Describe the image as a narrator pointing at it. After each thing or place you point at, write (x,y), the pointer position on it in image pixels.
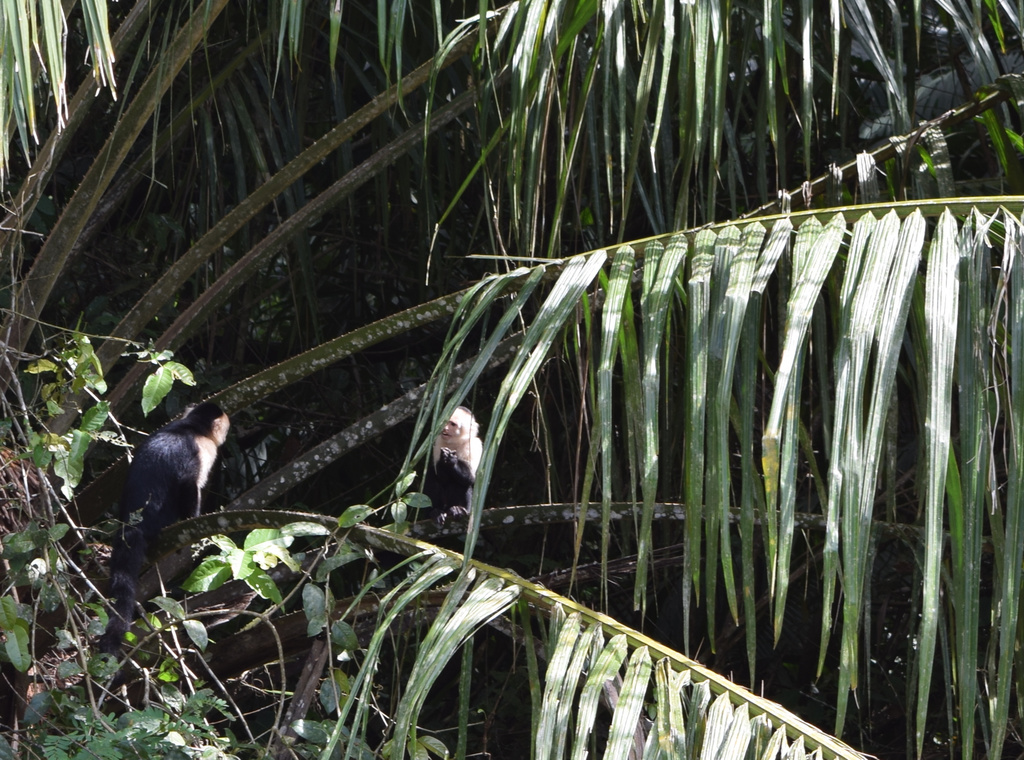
In the center of the image (453,424) two monkeys (463,440) are there. In the background of the image (423,373) tree (566,331) is there. At the bottom left corner (165,683) leaves (175,663) are there.
